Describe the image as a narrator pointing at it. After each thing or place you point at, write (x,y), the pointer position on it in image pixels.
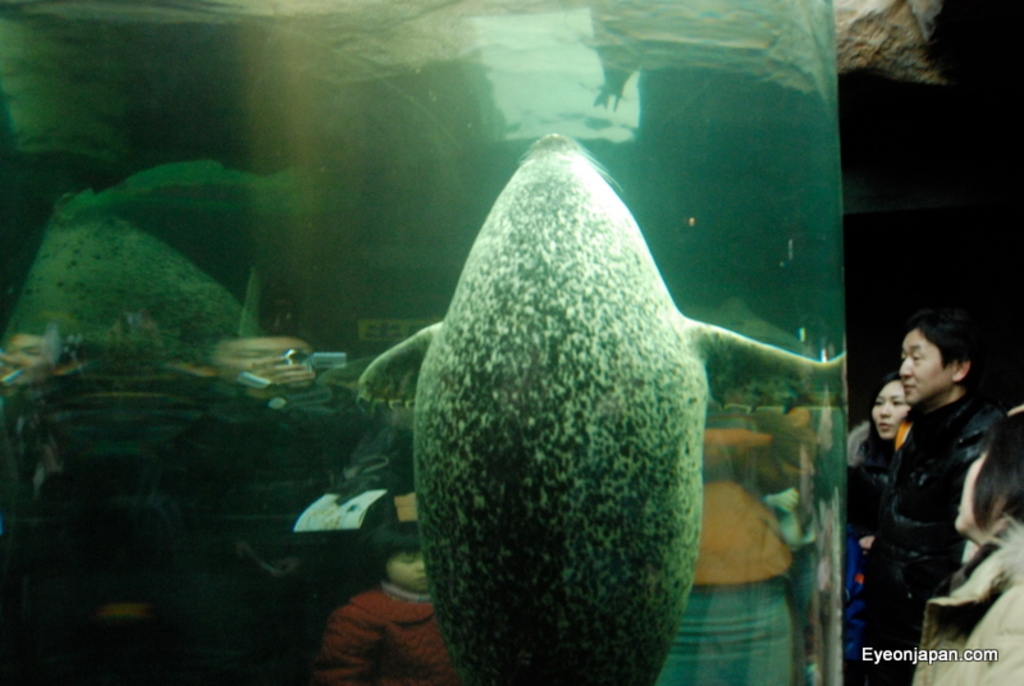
In this picture we can see an animal (422,530) in the water (402,299), beside to it we can find group of people (935,443), at the right bottom of the image (953,649) we can see a watermark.
